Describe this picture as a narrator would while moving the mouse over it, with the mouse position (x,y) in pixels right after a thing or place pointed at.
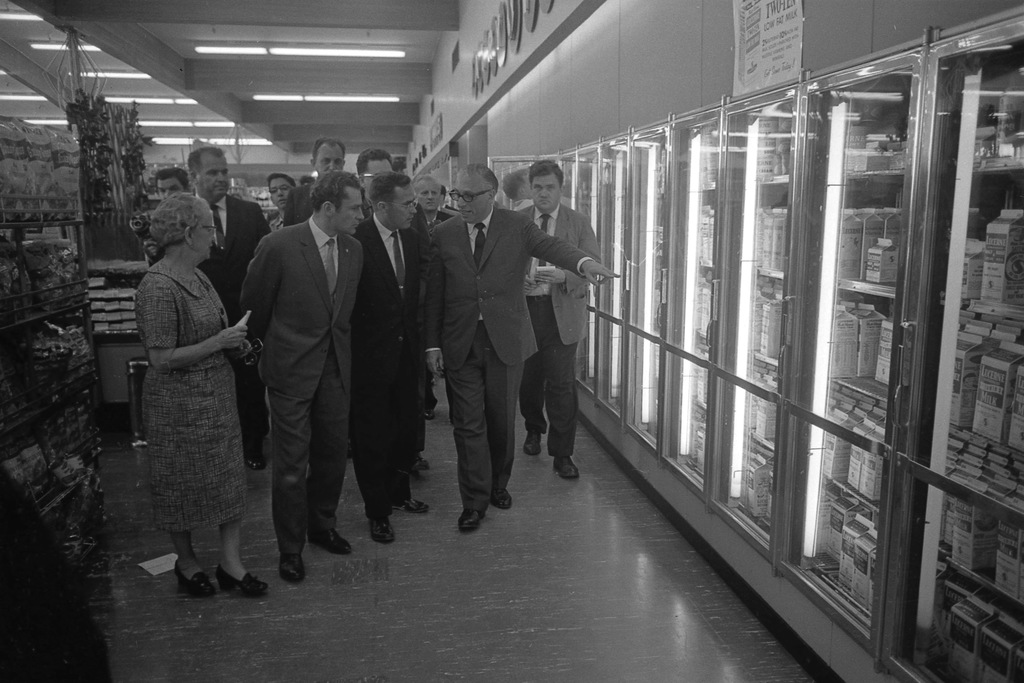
This picture is in black and white. In the center (583,325), there are group of people (233,501). All the men (502,479) in the picture are wearing blazers (356,289). Towards the left (210,354), there is a woman (184,334). Towards the right (810,285), there are refrigerators (820,261). In the refrigerators (862,285), there are boxes (969,547). On the top (327,57), there are tube lights (327,97). Towards the left corner (70,334), there are racks (31,222).
